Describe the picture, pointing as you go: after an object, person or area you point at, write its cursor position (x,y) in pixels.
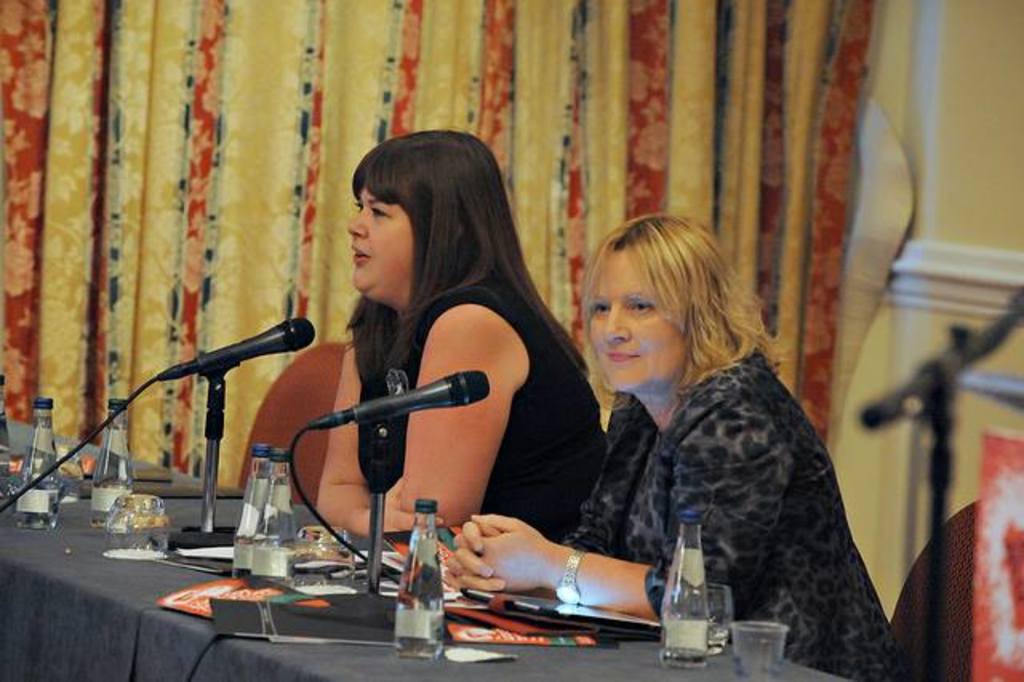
In this image there are two women (563,384) sitting in the chairs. In front of them there is a table (394,585). On the table (564,648) there are mics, water bottles (415,531), glass cups (133,521), papers (515,628), tablets (577,619) on it. In the background (399,117) there is a curtain (451,99).
